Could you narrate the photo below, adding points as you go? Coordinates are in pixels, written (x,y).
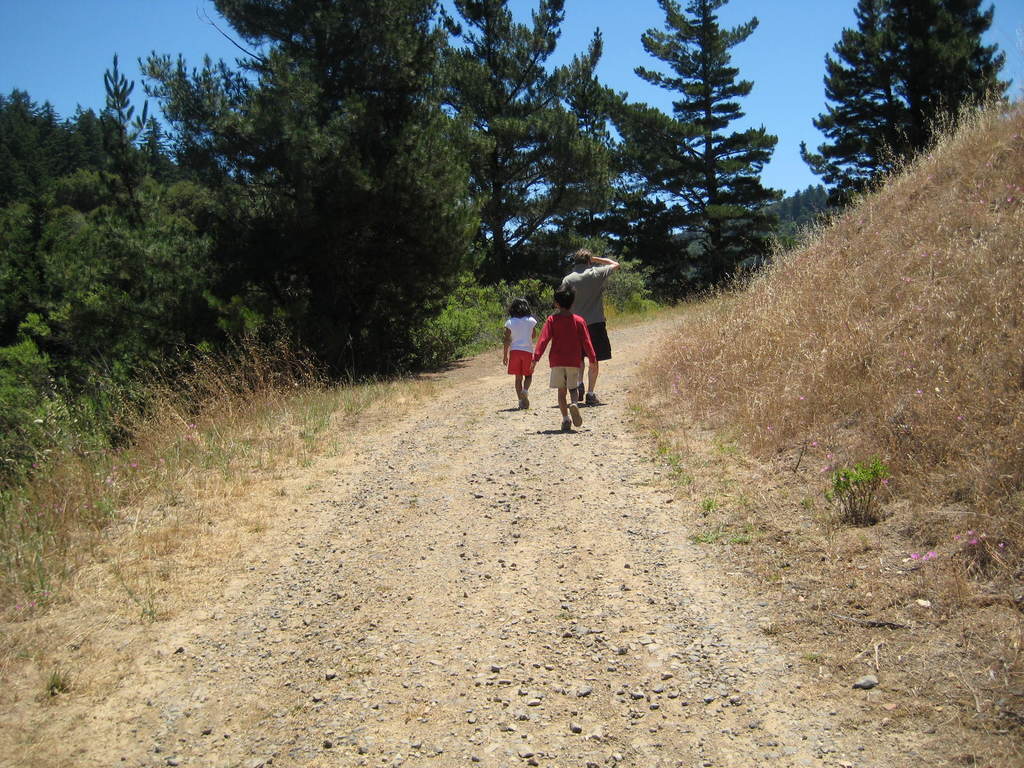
This picture consists of road (389,470) in the middle (514,465) and I can see two children (568,333) and one person (594,336) walking on road (614,329) and on the left side (192,196) I can see trees (489,34) and the sky (604,50) and on the right side (903,377) I can see grass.
